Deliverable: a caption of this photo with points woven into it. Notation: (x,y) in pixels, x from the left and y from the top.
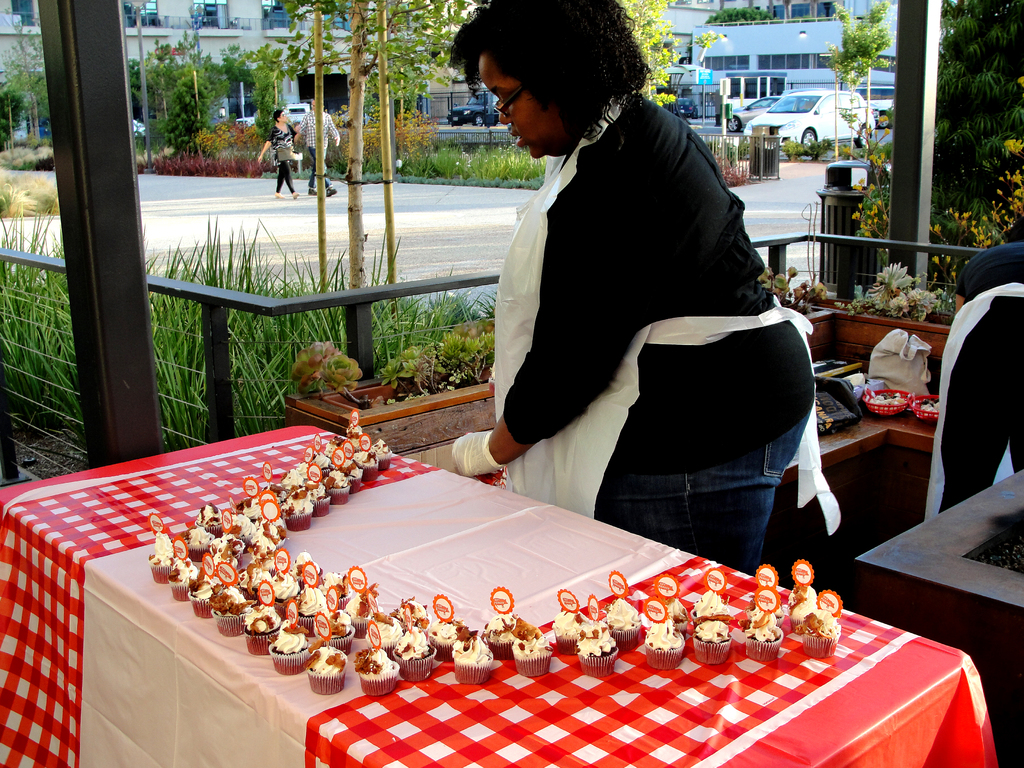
In the center of the image (595,457) there is a lady (612,369) standing. She is wearing an apron (533,317) before her there is a table (417,570) and there are many cupcakes (407,619) placed on the table (339,527). In the background (266,67) there is a building (135,50), trees (226,91), bushes (432,169), grass (417,168) and cars (809,122).
